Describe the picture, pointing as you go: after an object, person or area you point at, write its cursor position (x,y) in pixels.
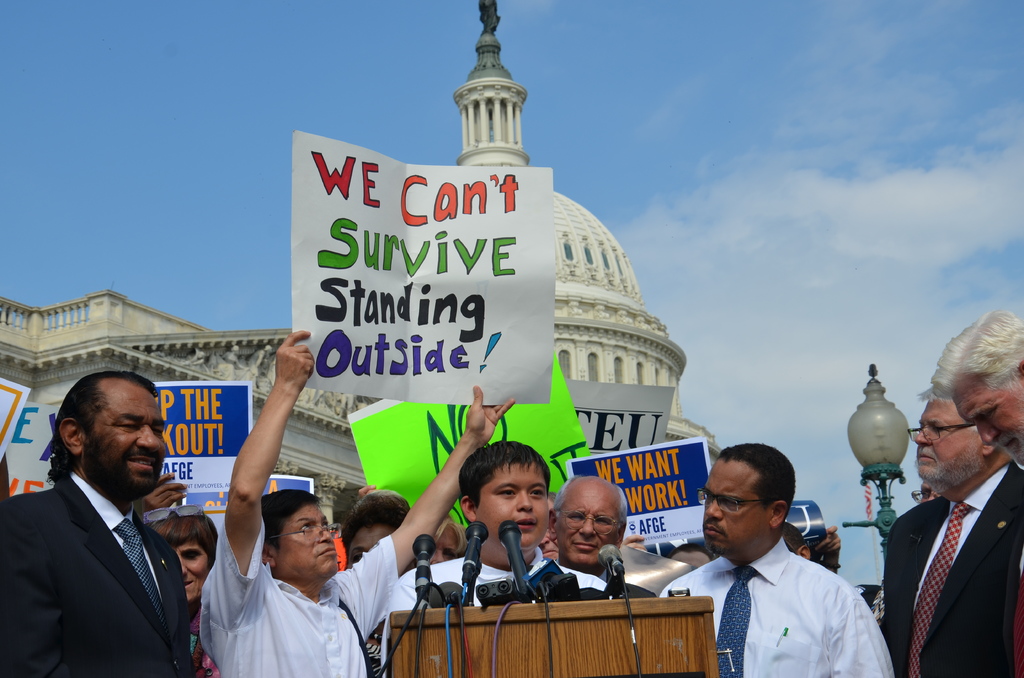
In this image we can see some people (565,550) standing and in the center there is a podium (675,617) with full of mike's (548,587). We can also see some people (255,435) holding text boards (598,411) and text papers (390,261). In the background (576,356) there is a monument (619,334). There is also a sky (693,68) with some clouds (727,215).
